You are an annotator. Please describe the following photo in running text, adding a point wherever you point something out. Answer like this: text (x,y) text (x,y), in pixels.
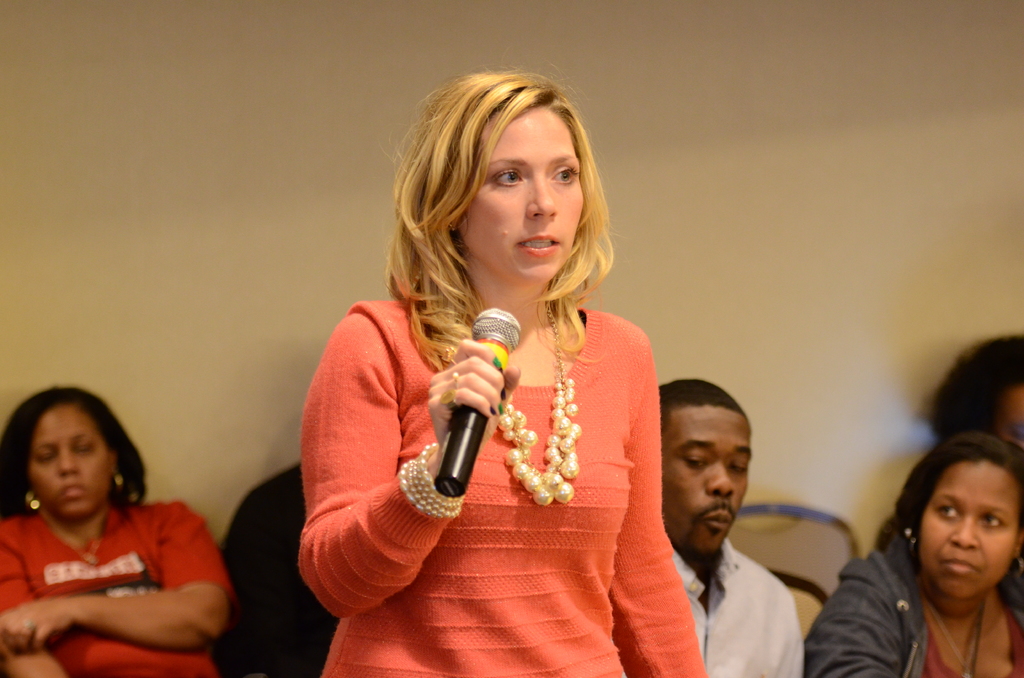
As we can see in the image there are people (697,598) sitting and there is a lady (416,385) in front who is standing and holding a mike (464,460) in her hand (473,394). At the background (293,110) there is a cream colour wall (787,152).
